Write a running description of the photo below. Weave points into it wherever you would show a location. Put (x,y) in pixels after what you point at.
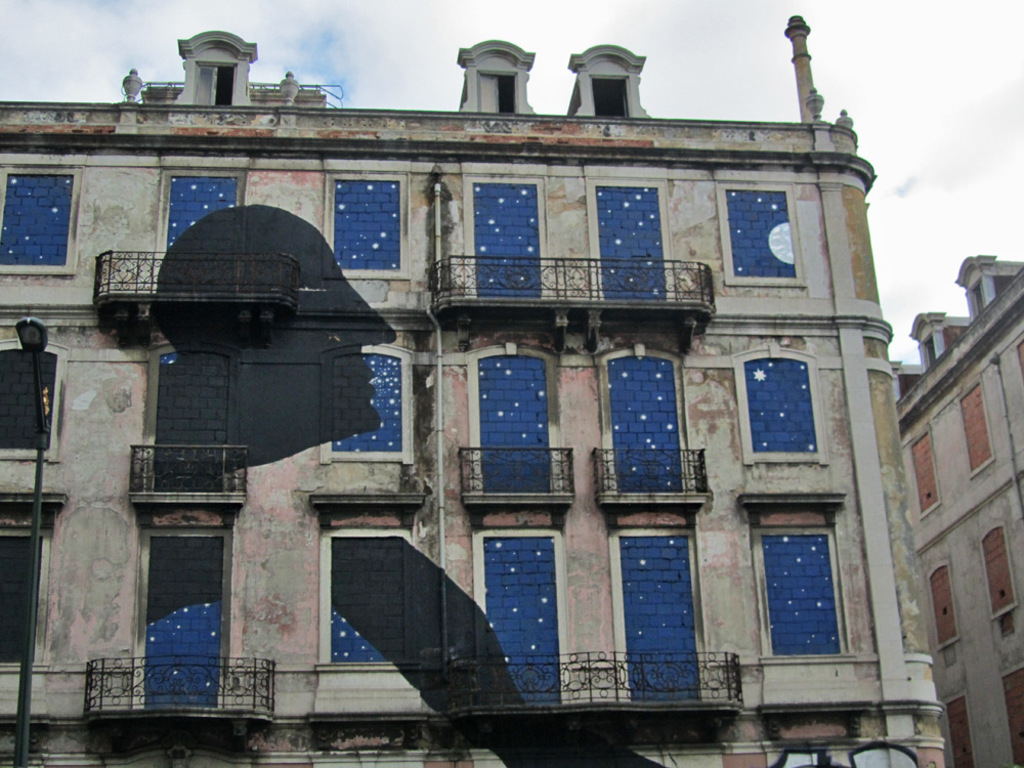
In this image I can see buildings (446,397), light pole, balconies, windows (649,579) and the sky (643,26). This image is taken may be during a day.
